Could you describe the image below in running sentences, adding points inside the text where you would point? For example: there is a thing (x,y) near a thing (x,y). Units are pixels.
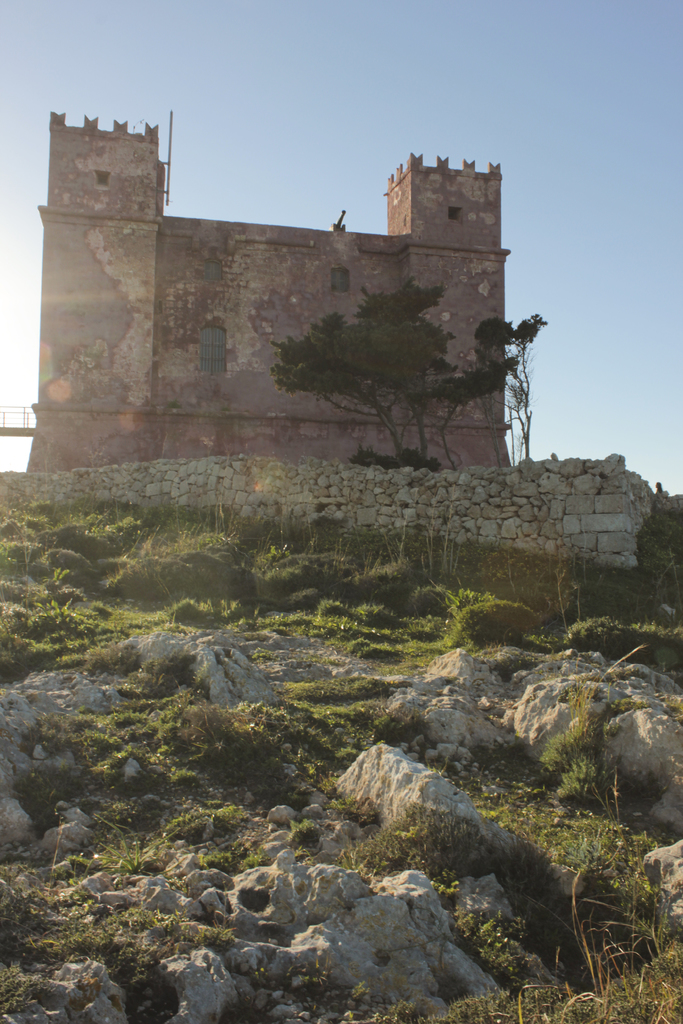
In this picture we can see a few stones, some grass (334,694) and bushes (337,532) on the ground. We can see the stone wall (323,479), plants (347,362), a building (56,236) and the sky (335,205) in the background (407,104).
